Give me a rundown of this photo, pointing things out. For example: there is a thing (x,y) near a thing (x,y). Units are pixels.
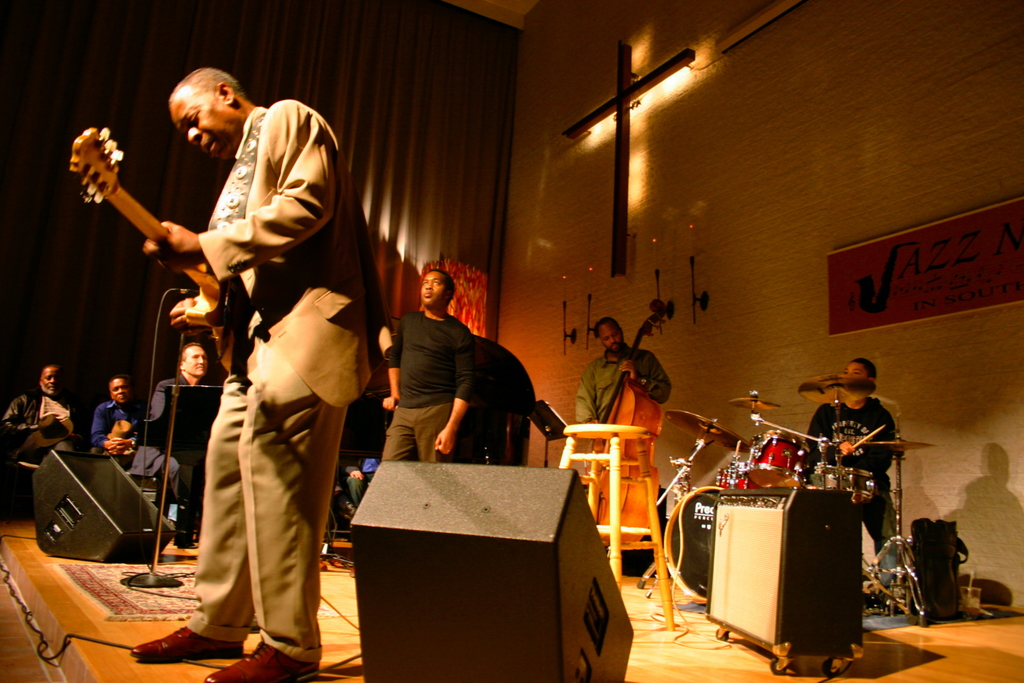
In this picture four people (266,501) on the stage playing some musical instruments (713,419) and around there are some people (134,444) sitting and some speakers (123,492) and a cross symbol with wooden thing (621,233) on the wall (511,260).
